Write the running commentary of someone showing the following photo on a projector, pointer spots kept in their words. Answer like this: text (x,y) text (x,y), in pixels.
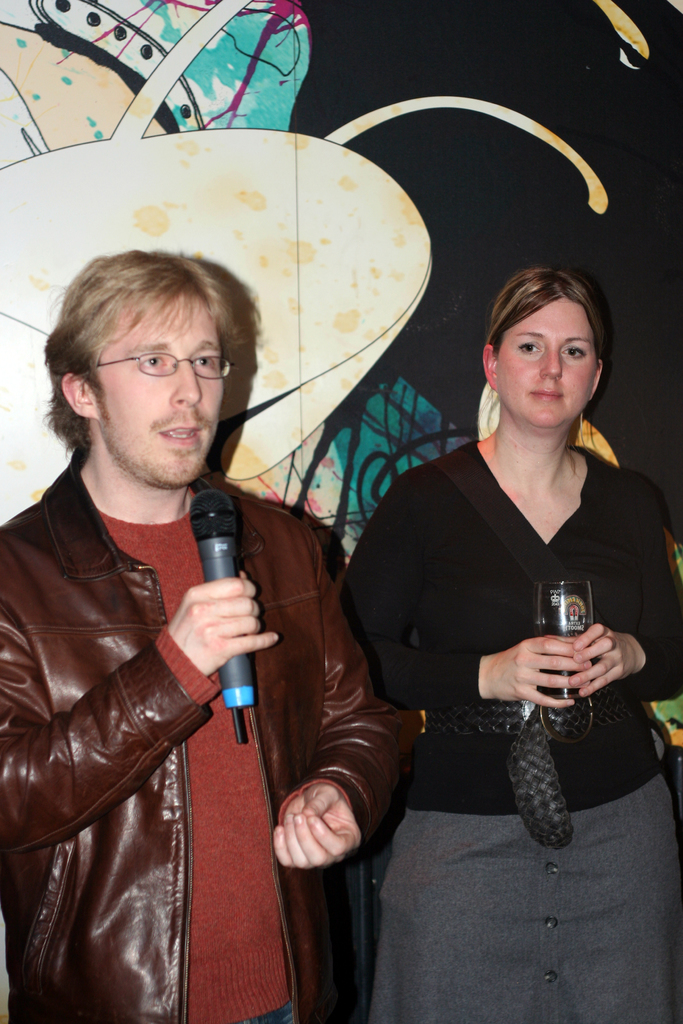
There is a man (174,531) holding a mic (201,566) and wearing a specs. Near to him a lady (512,494) is standing and holding something in the hand (541,666). In the back (247,205) there are some decorations (336,178).
